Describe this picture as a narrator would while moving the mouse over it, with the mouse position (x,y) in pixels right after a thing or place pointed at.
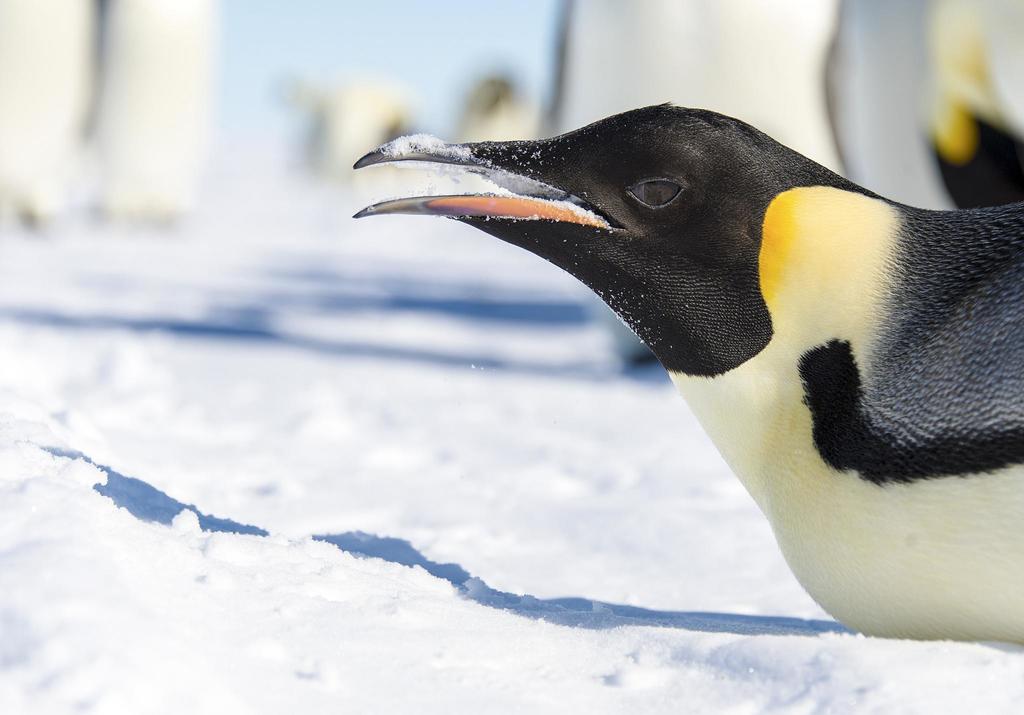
In this picture we can see bird (787,453) sitting on the snow (538,623).
